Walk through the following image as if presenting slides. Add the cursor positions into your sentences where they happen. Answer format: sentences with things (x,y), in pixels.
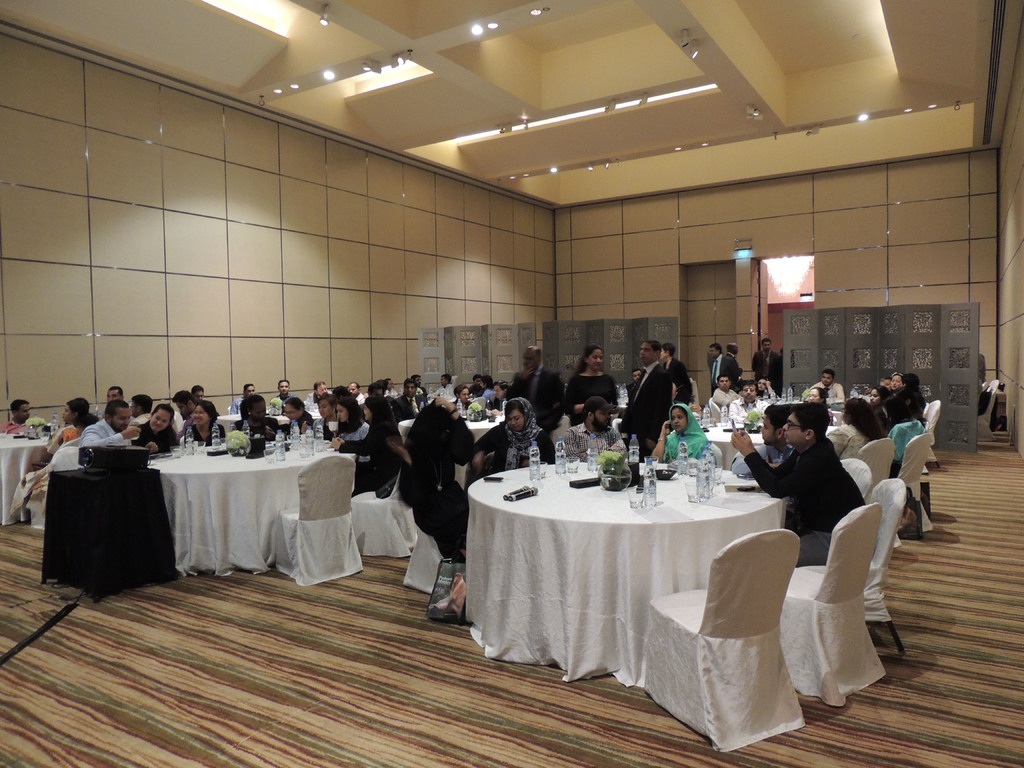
In this picture we can see persons (248,385) sitting on chairs (415,536) in front of a table (622,596) and on the table (674,562) we can see bottles (648,497), flower vase (627,485). This is a floor (604,714). We can see few persons (682,388) standing in the middle (635,375). At the top (555,67) we can see ceiling (587,71) and lights (397,71). This is a floor carpet (130,695).
